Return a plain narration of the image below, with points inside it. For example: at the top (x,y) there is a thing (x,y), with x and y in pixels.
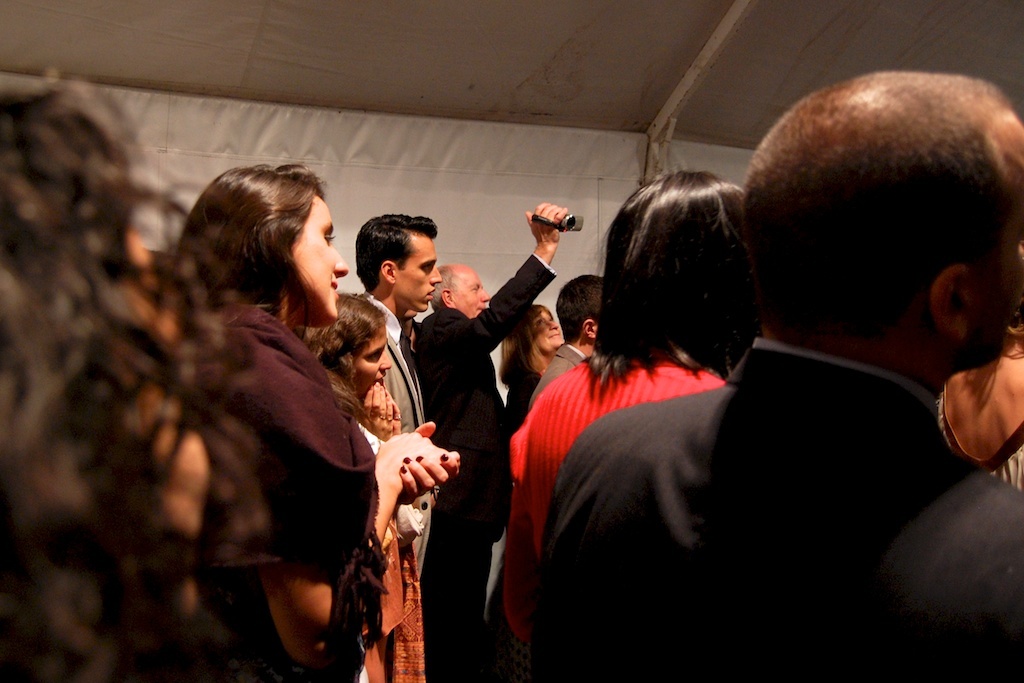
In this image, we can see people (437,520) standing and one of them is holding a camera (560,221). In the background (408,147), there is a wall (502,167) and at the top (506,66), there is roof (506,66).
